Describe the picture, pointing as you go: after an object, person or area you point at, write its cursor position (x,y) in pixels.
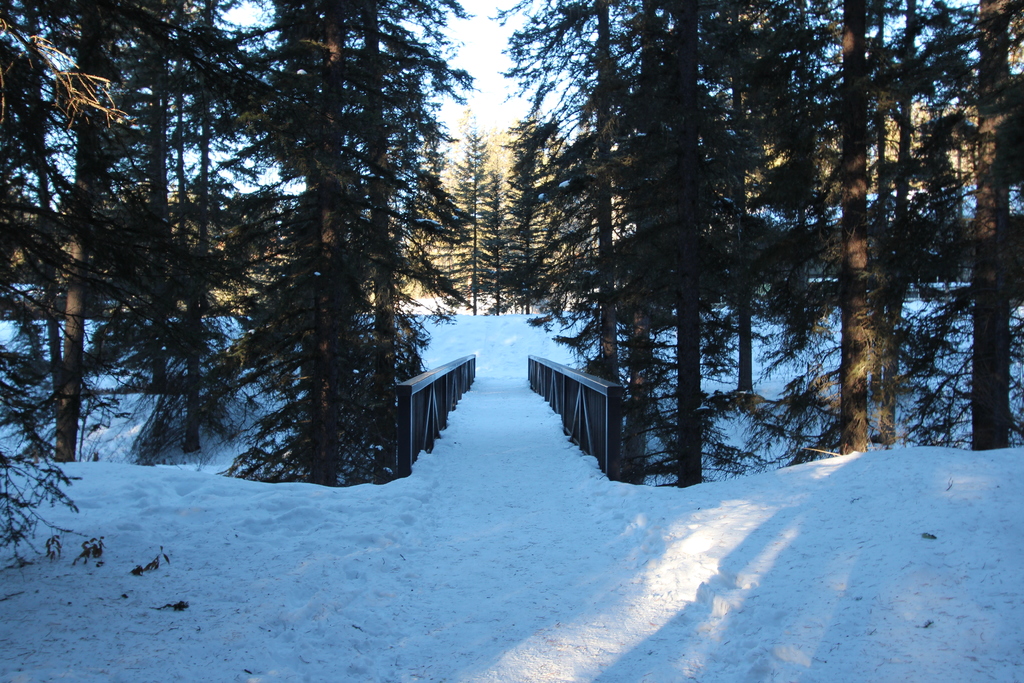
In this picture we can see snow (537,622) at the bottom (525,630), there are some trees (647,244) in the background (466,42), we can see the sky (462,65) at the top of the picture (466,52).
